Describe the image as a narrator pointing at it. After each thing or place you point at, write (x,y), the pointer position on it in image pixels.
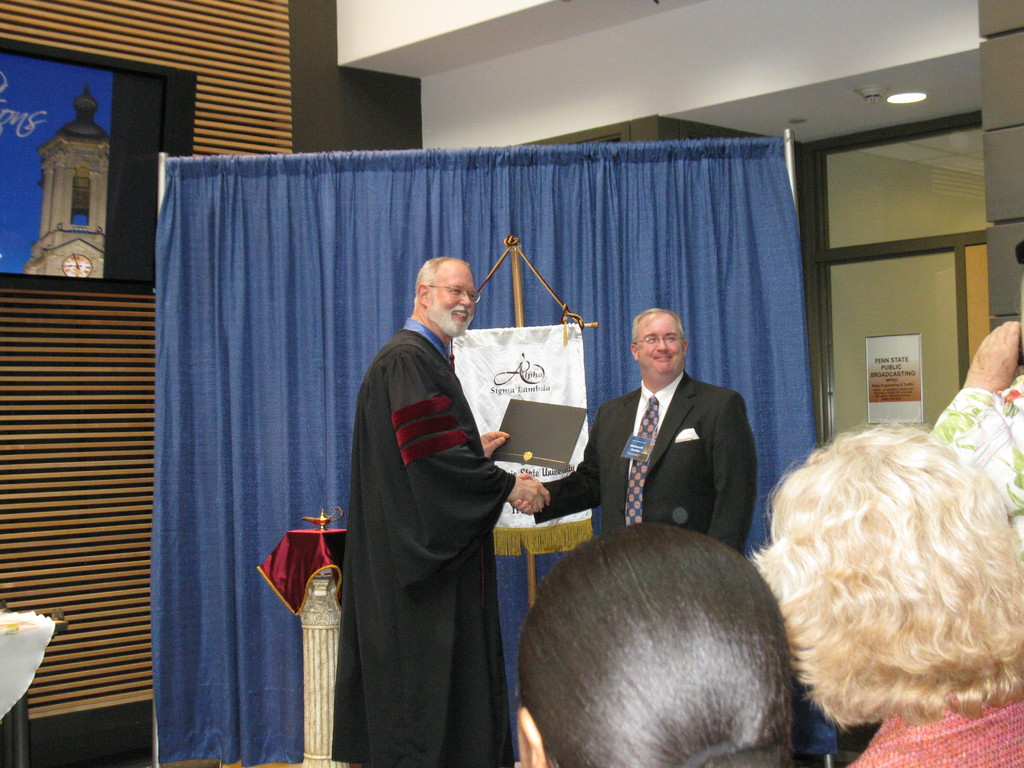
In this image there is a person (700,493) wearing a blazer (653,481) and tie (637,496). He is shaking the hand (526,474) of a person (421,475) holding an object (536,429). There is a banner (522,367) hanging to a stand (524,318). Behind there is a curtain (342,366). There is an object (327,524) on the stand (325,709). Left side (22,635) there is a table (5,638) covered with a cloth (3,658). There is a screen (141,93) attached to the wall (77,669) having a door (926,279). Right side (1013,722) there are people (814,517). Right top there is a light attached to the roof (930,81).
